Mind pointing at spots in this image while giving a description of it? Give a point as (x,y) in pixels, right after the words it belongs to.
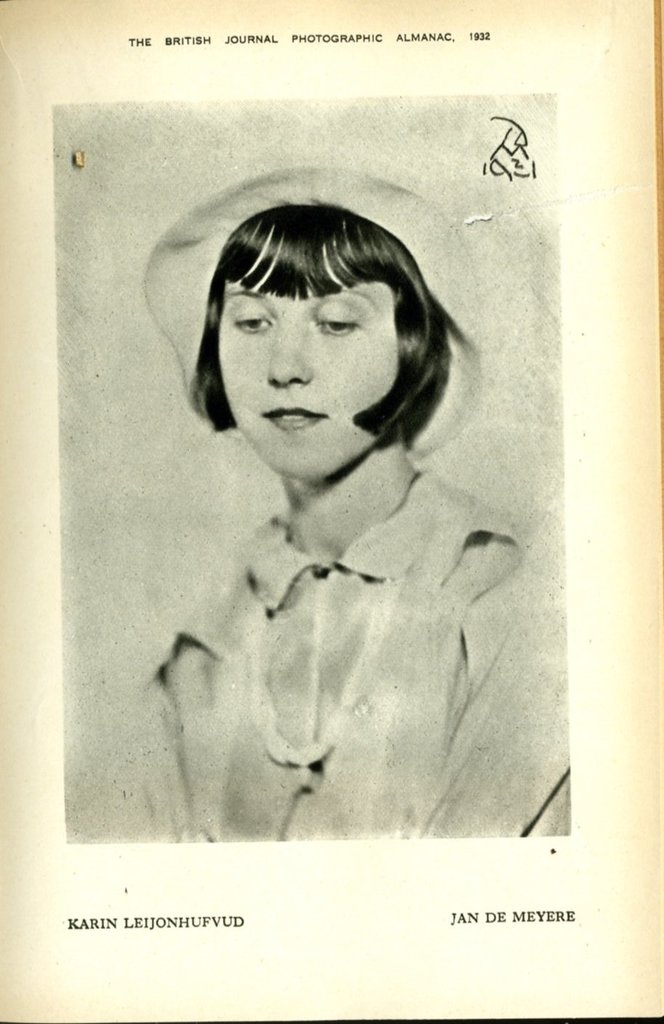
In this picture we can see the image of a woman (325,459), words (128,923) and numbers (477,39) on the paper (385,58).
